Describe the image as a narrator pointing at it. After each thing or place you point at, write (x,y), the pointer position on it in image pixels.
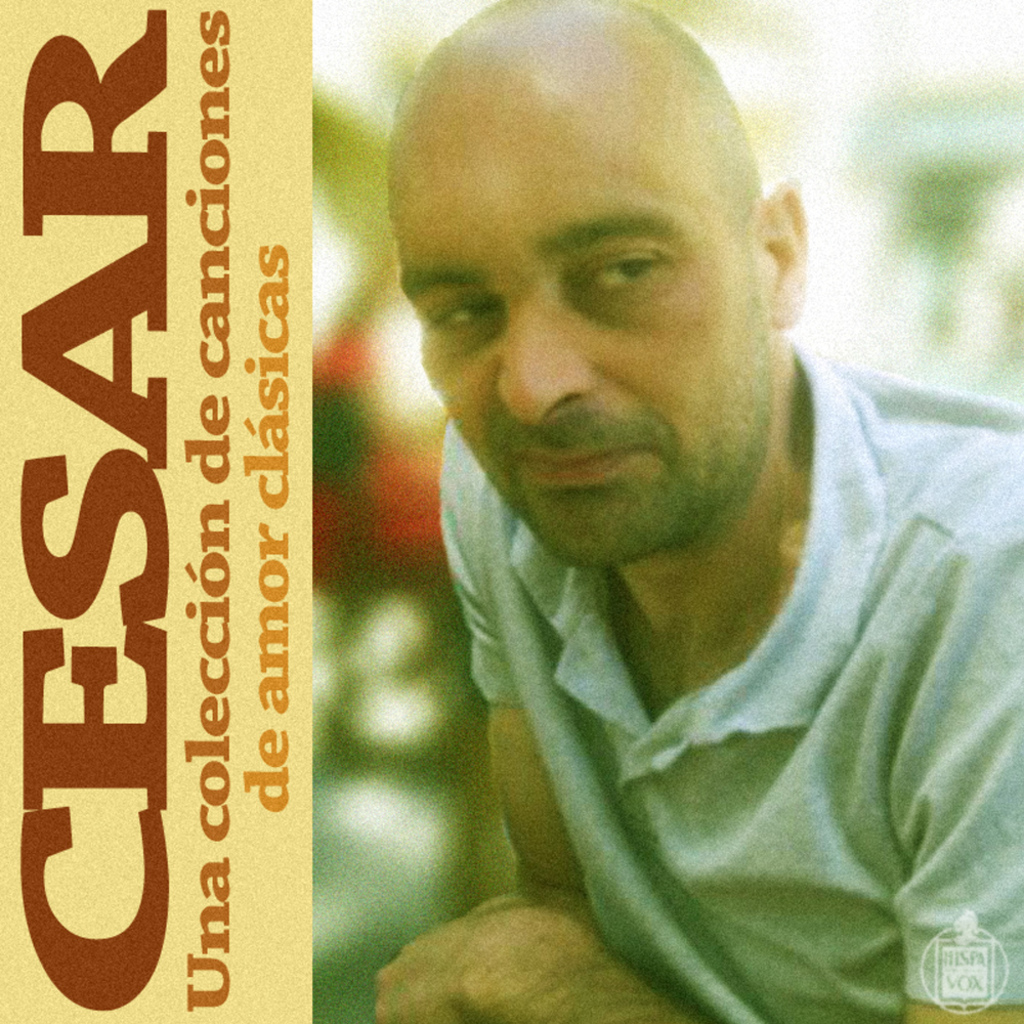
In the image we can see there is a man (646,594) and there is a matter (221,91) written on the poster (143,582). It's written ¨CESAR¨ on the poster (71,889).
